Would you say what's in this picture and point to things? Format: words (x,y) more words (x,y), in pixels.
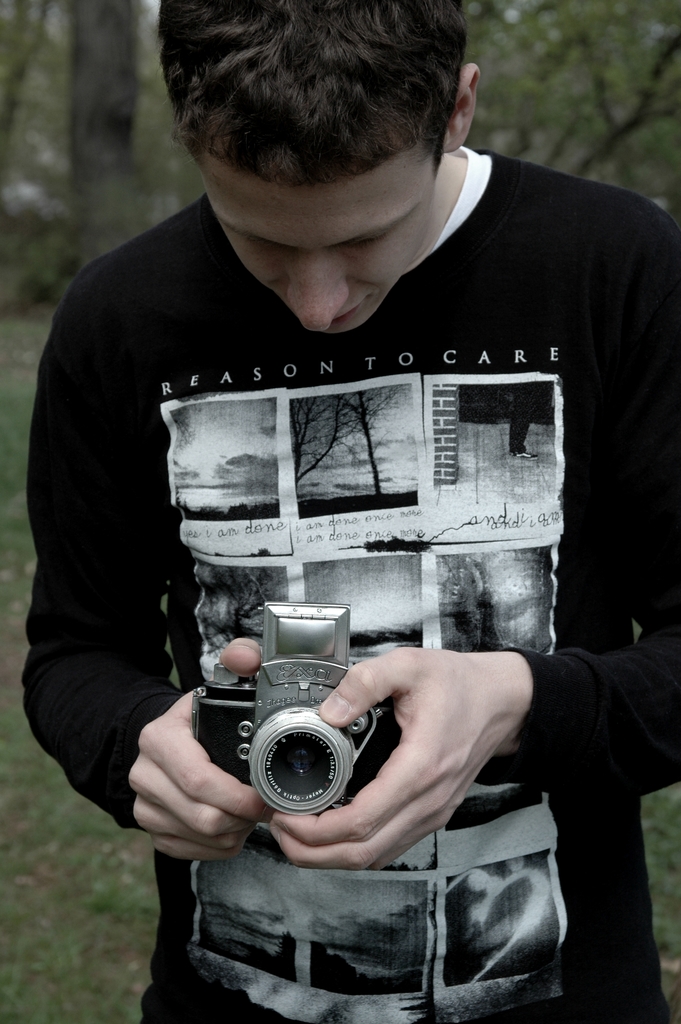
One person (454,574) in black shirt (402,301) is standing in the middle of the picture (305,438) and holding a camera (321,771) and behind him there are trees (565,109).
